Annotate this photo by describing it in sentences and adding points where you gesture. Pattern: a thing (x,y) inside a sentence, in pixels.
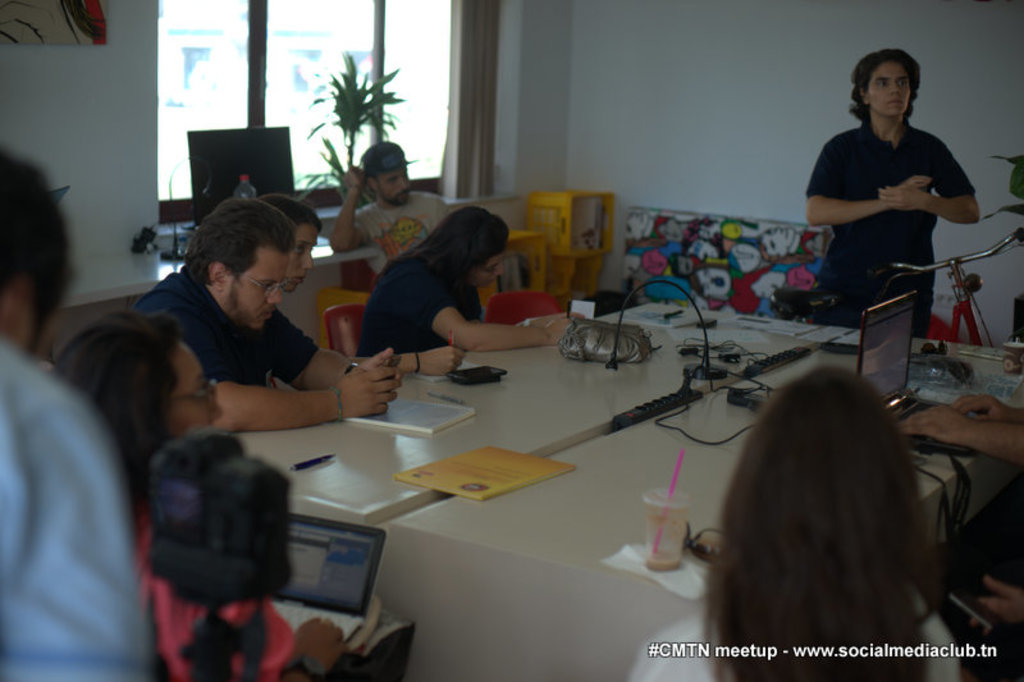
There are many people (856,552) sitting. Some are working on laptops (940,448). And a person (891,195) is standing. Near to her there is a cycle (971,317). There are tables (541,450). On the tables (580,501) there are books (426,414), sockets (677,404), wires (744,375), glass (662,508) and many other things (582,345). In the back (403,66) there is a window (418,18). Near to the window (332,117) there is a computer (224,146), plant (331,149) and a bottle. Also there is a wall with photo frames (749,271).
